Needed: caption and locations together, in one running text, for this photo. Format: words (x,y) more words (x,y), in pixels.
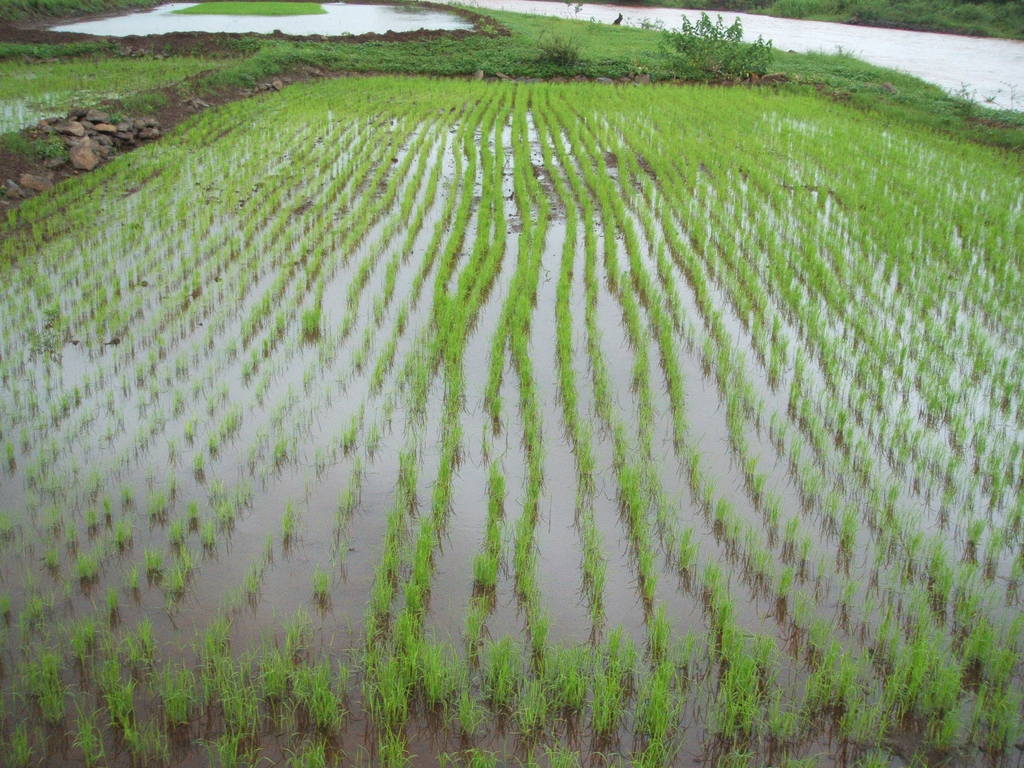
In this image at the bottom (279,679) there are some crops (746,149) and some water (200,657), and in the background (585,40) also there are some plants (689,51) and water (888,42).
